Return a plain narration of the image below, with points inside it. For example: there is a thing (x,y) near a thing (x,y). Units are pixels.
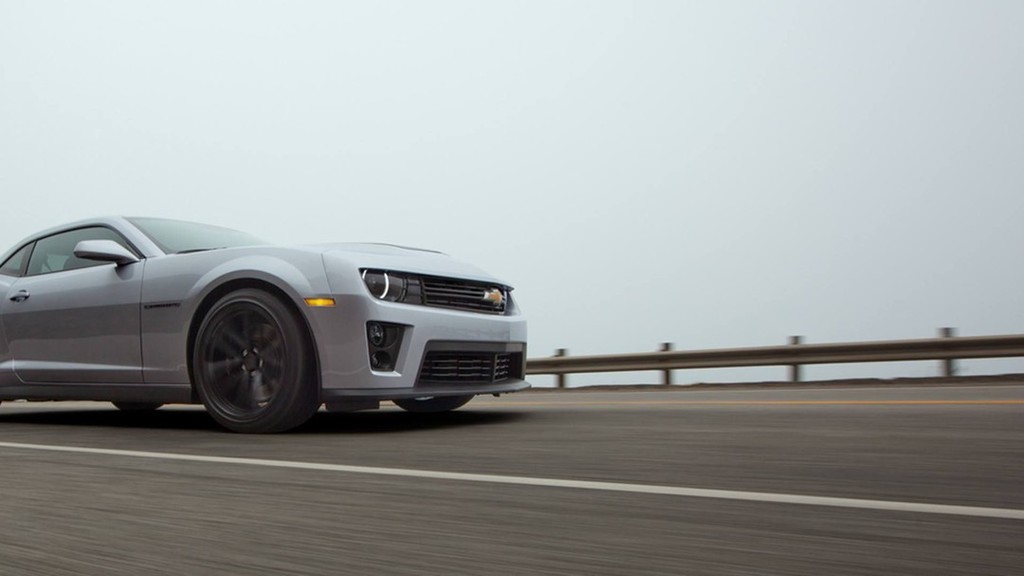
In this picture I can see a car (367,347) on the road (518,464) and I can see sky (537,188) in the background (327,130).
